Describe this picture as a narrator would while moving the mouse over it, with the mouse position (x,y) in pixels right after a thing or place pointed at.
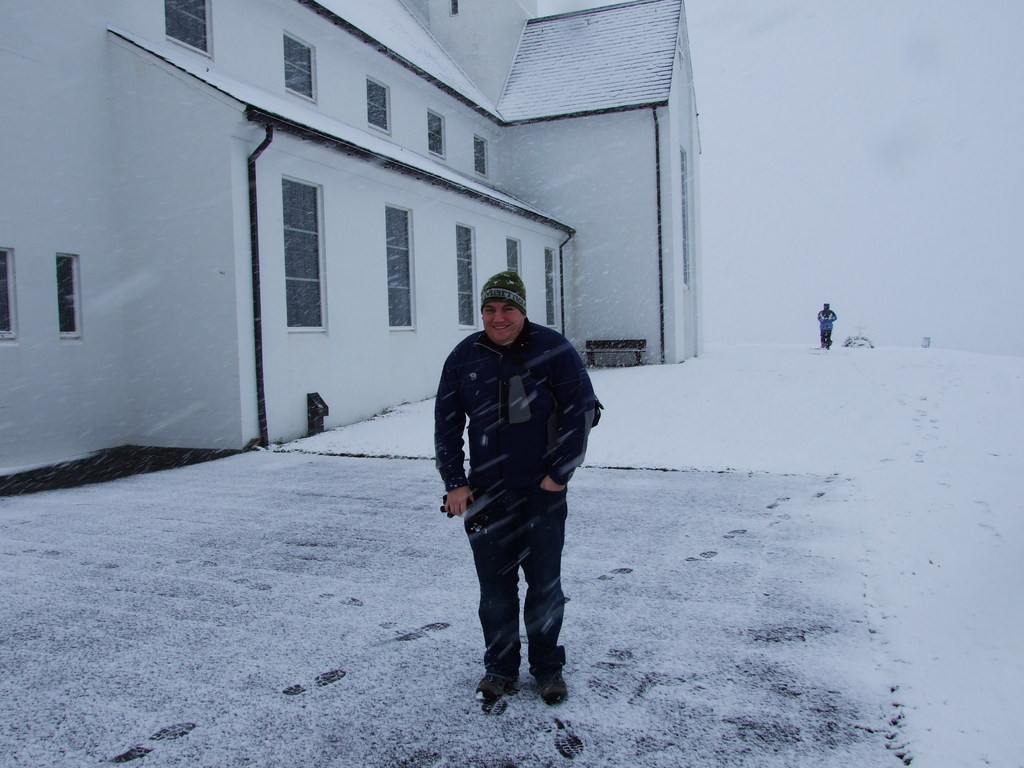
In this image I can see two people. On the left side (248,197) can see a building (388,146) with the windows (320,268). In the background (802,440), I can see the snow (766,410). I can see a bench (613,349).
